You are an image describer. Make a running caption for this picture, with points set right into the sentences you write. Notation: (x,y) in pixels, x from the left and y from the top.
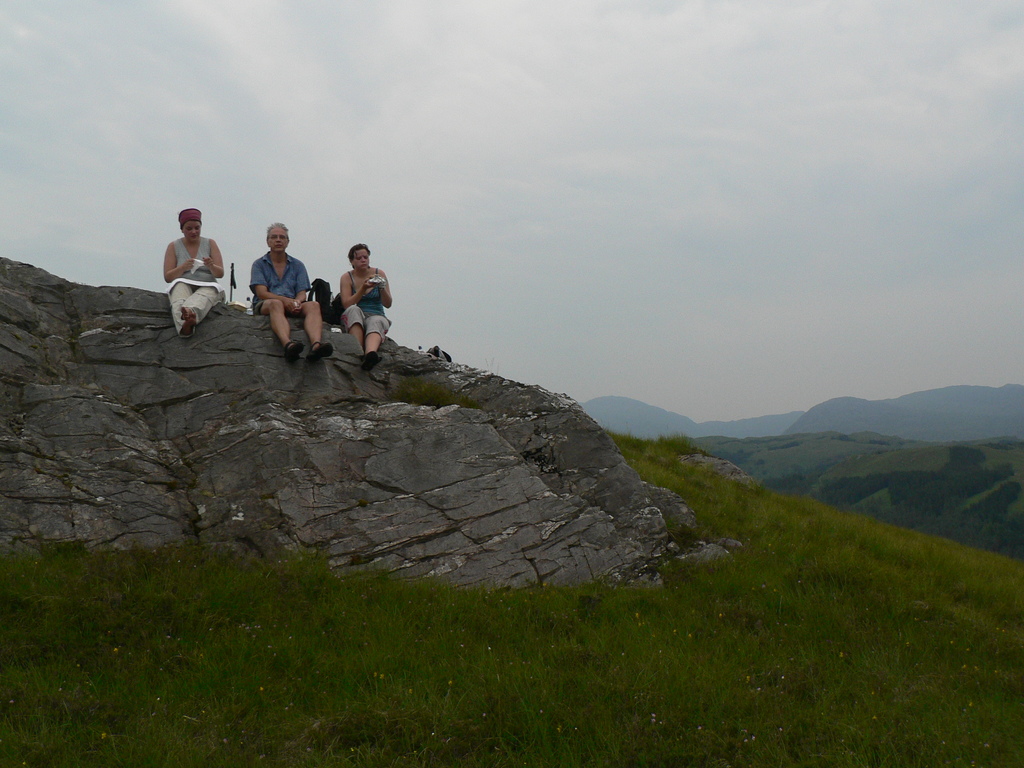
In this image on the left side (200,290) there are three person (200,290) sitting on a rock (213,441), and they are holding some things (194,271). There is one bag (326,297) beside them, at the bottom (749,618) there is grass (815,536). In the background (799,412) there are mountains (951,394) and trees (899,494), at the top of the image (406,229) there is sky (613,195).
